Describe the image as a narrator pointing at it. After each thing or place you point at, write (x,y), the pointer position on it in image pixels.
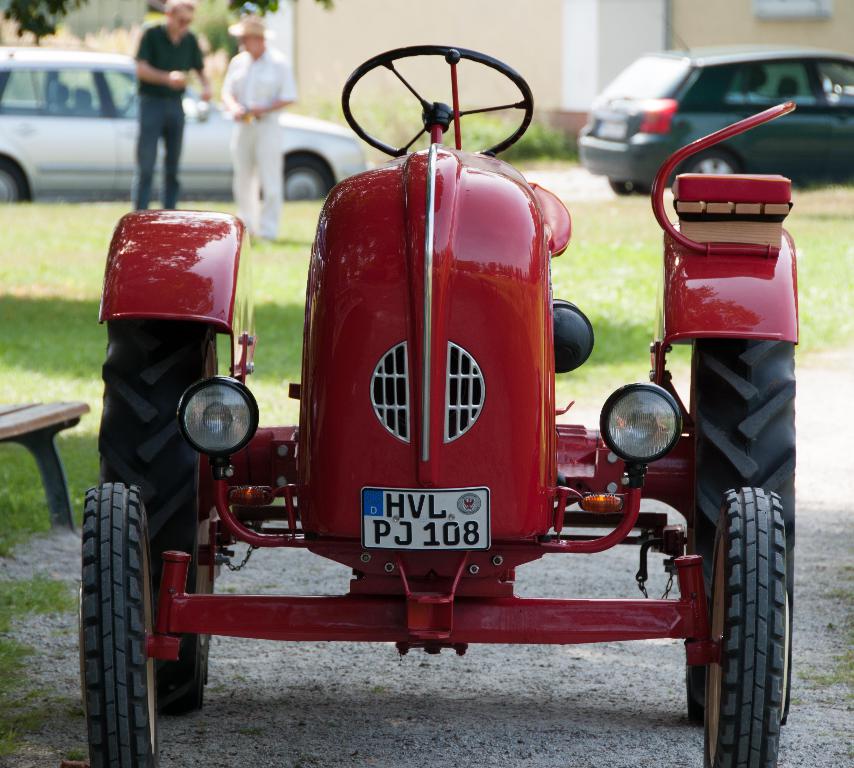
It is a tractor (379,419) which is in red color. On the left side (173,165) 2 men (201,64) are standing on the grass (219,202), few cars (6,154) are parked on the road (576,192).
